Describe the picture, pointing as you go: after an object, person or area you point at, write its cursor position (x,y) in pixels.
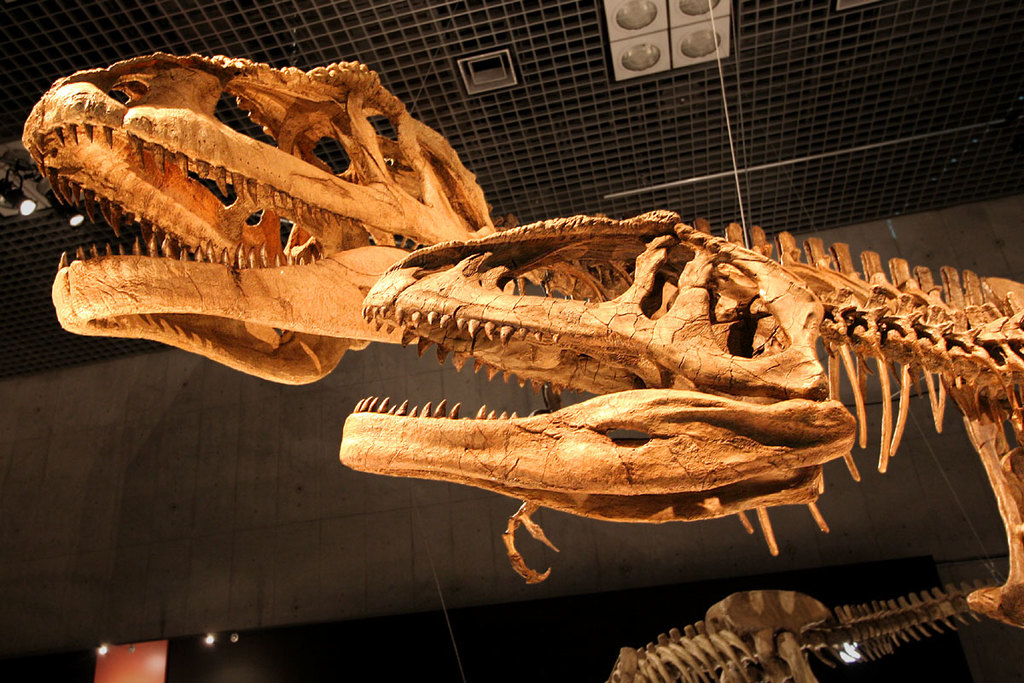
In this image we can see the skeleton bones (489,338) of an animal (640,379). On the backside (495,399) we can see a wall (496,396) and a roof (516,191) with some ceiling lights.
